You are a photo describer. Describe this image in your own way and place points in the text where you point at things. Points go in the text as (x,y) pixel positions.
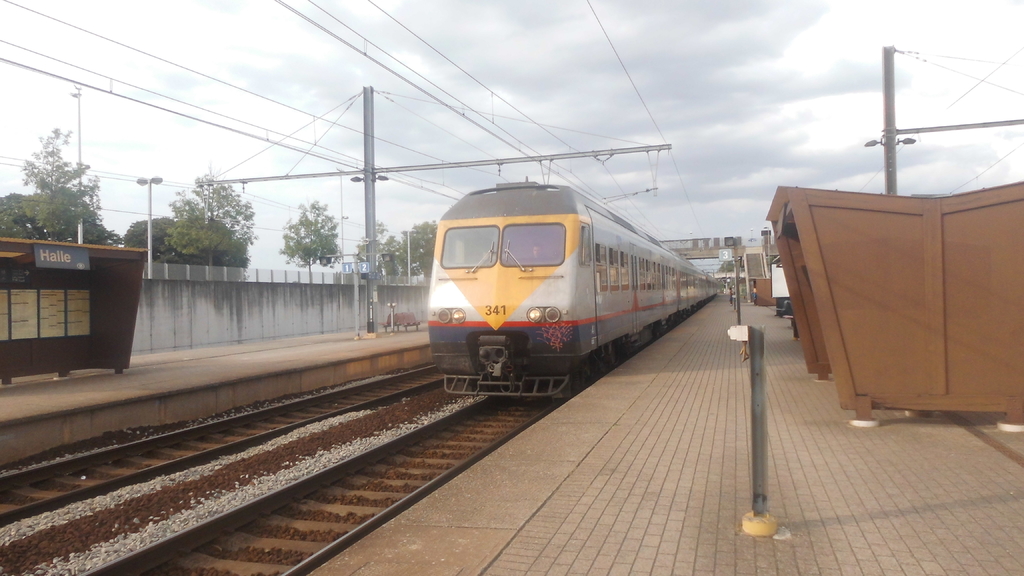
In this image I see the train (587,296) over here and I see the platforms (71,404) on which there are rods (738,242) and I see the wires (385,67) and I see the tracks (78,454) over here. In the background (382,194) I see the trees (49,175) and the cloudy sky (531,117).
